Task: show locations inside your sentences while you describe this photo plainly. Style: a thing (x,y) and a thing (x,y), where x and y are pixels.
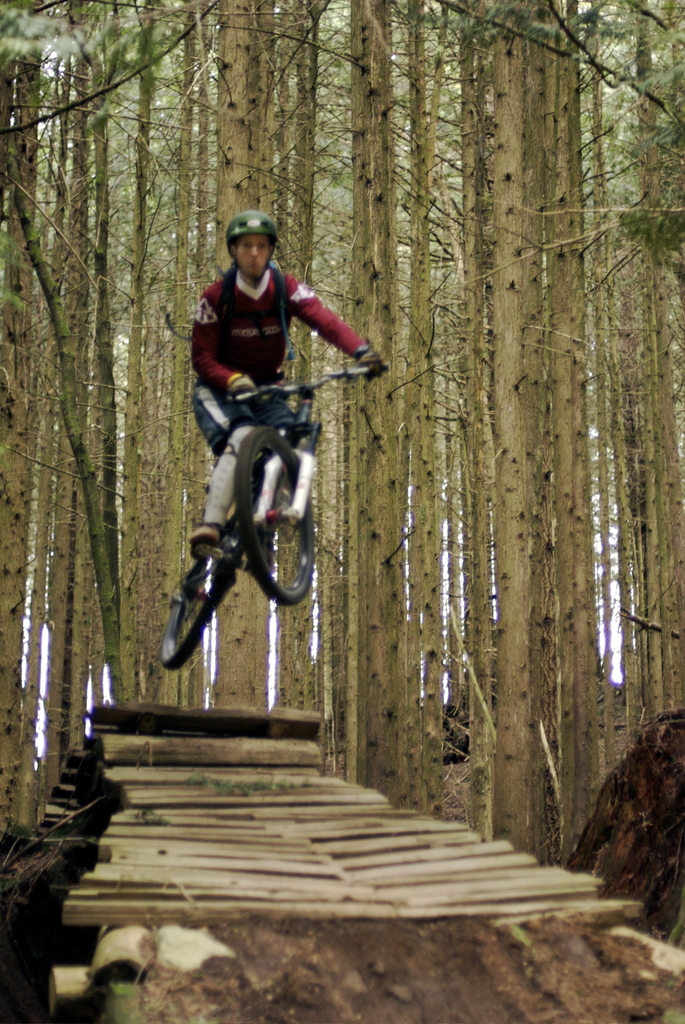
In the picture we can see a wooden sticks path (171,709) in the forest (119,209) and a man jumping with a bicycle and he is wearing a T-shirt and a helmet (267,219) and in the background (166,378) we can see trees (223,201).
